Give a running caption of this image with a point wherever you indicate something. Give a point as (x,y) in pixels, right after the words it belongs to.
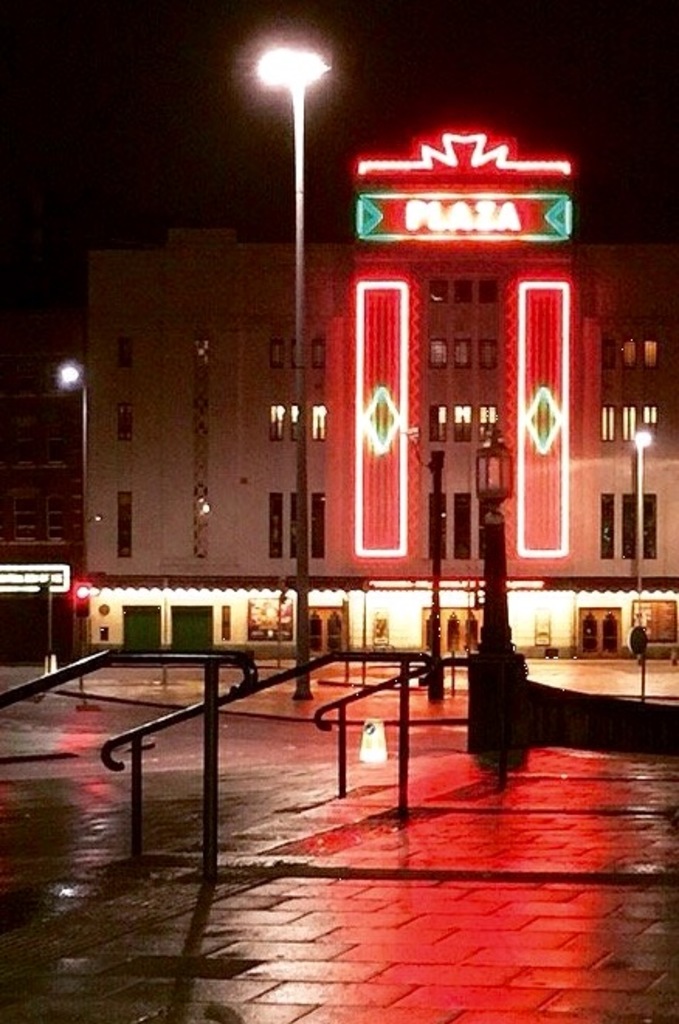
In this image we can see the buildings (577,308). And we can see the windows (293,437). And we can see some text (455,213) written on the building (389,413). And we can see the street lights (496,495). And we can see the railing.
